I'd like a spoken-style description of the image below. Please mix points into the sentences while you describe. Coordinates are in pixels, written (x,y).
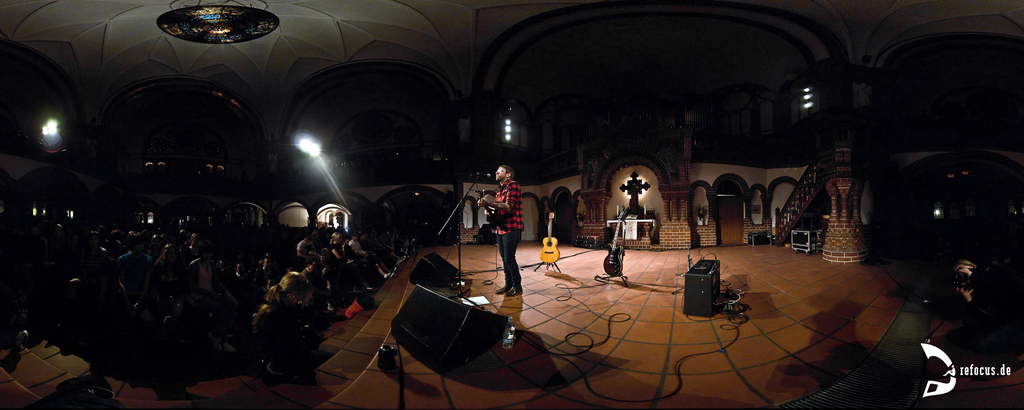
There is a man (498,176) singing on the mike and he is playing guitar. This is floor (621,327) and there are musical instruments (545,259). Here we can see crowd (206,304). In the background (355,189) we can see lights (511,125), door (738,229), and a wall (536,215).
